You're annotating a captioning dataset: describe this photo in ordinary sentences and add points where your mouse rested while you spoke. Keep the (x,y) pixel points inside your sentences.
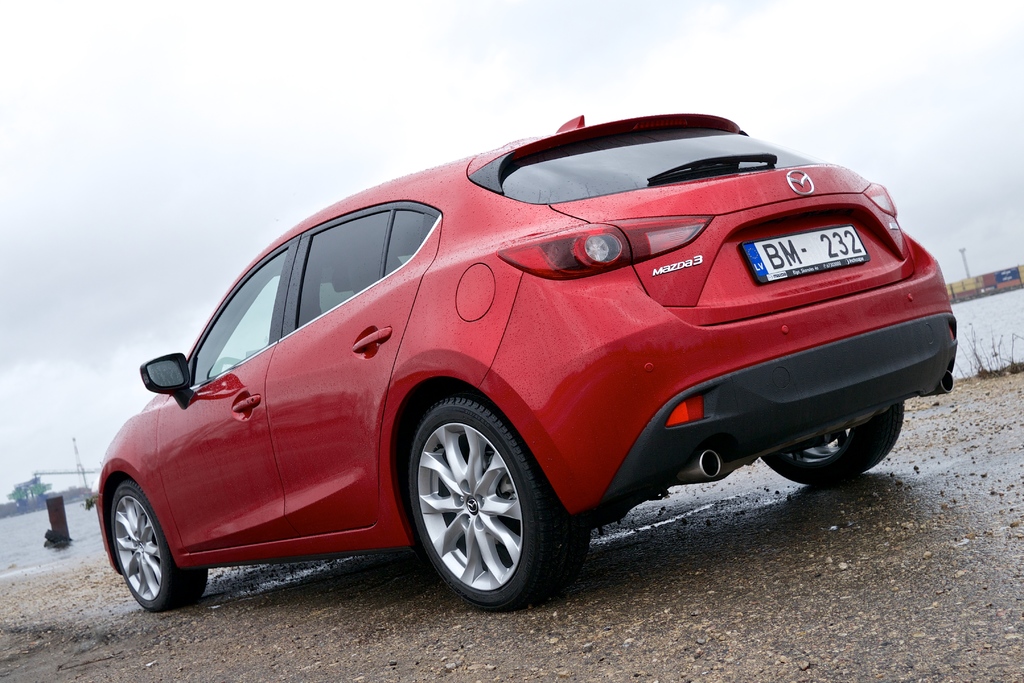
In the middle of the image (509,348) we can see a car (611,363), in the background (964,319) we can see water (972,309) and clouds (496,97).
